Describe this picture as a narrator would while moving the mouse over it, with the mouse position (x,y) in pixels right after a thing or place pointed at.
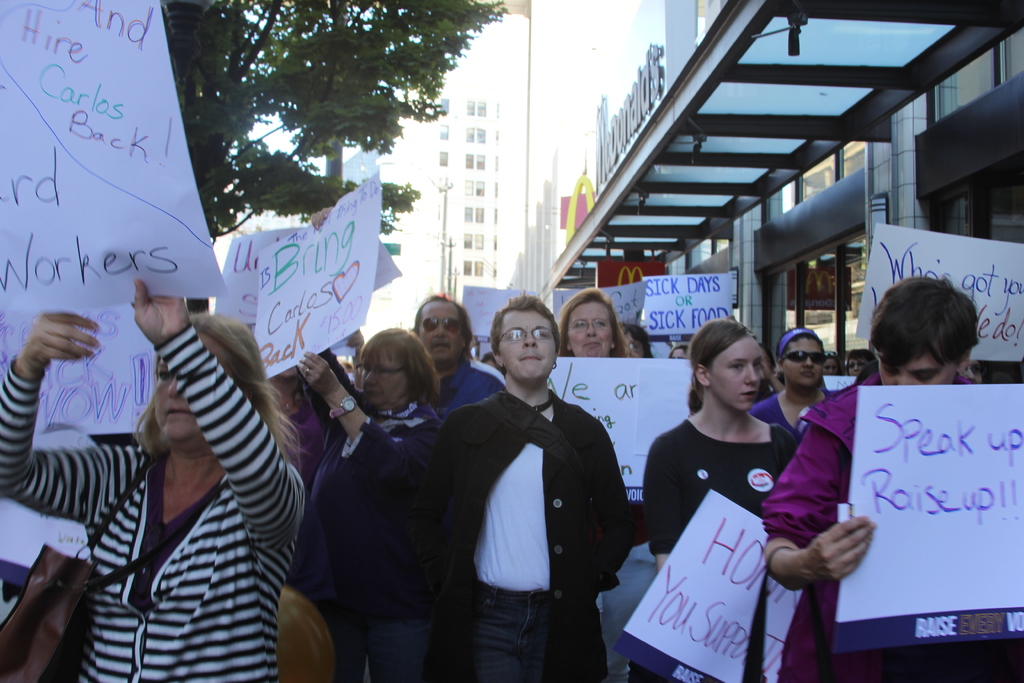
In this image I can see a group of people (164,434) standing and holding papers (38,226). There is some text (583,389) written on all the papers (642,471). Also there are buildings (602,210) and there is a tree (403,88).
